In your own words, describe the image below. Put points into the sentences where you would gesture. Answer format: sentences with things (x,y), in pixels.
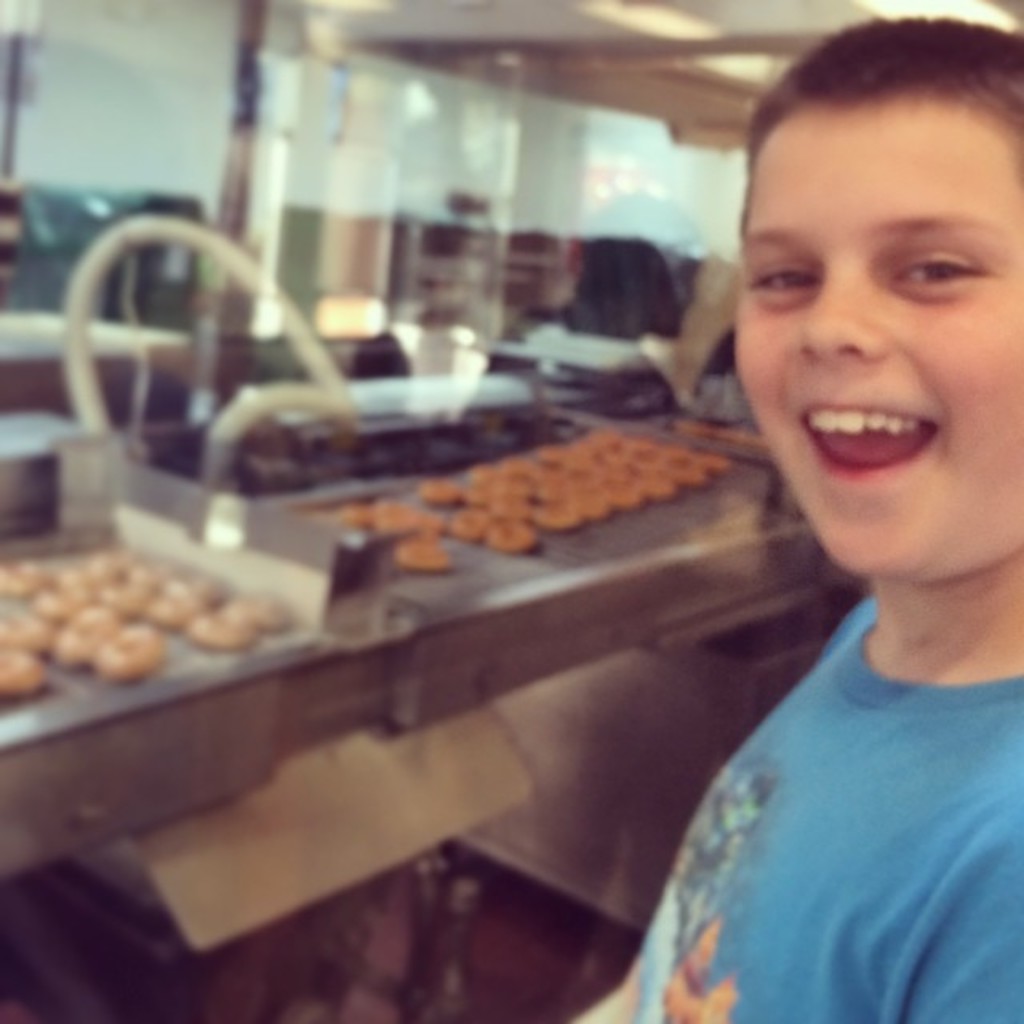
In this image we can see a boy (773,747). On the backside (544,481) we can see the donuts (535,499) placed on the metal stand (660,547). We can also see some devices (306,545), a pole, wall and a roof (623,89) with some ceiling lights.
